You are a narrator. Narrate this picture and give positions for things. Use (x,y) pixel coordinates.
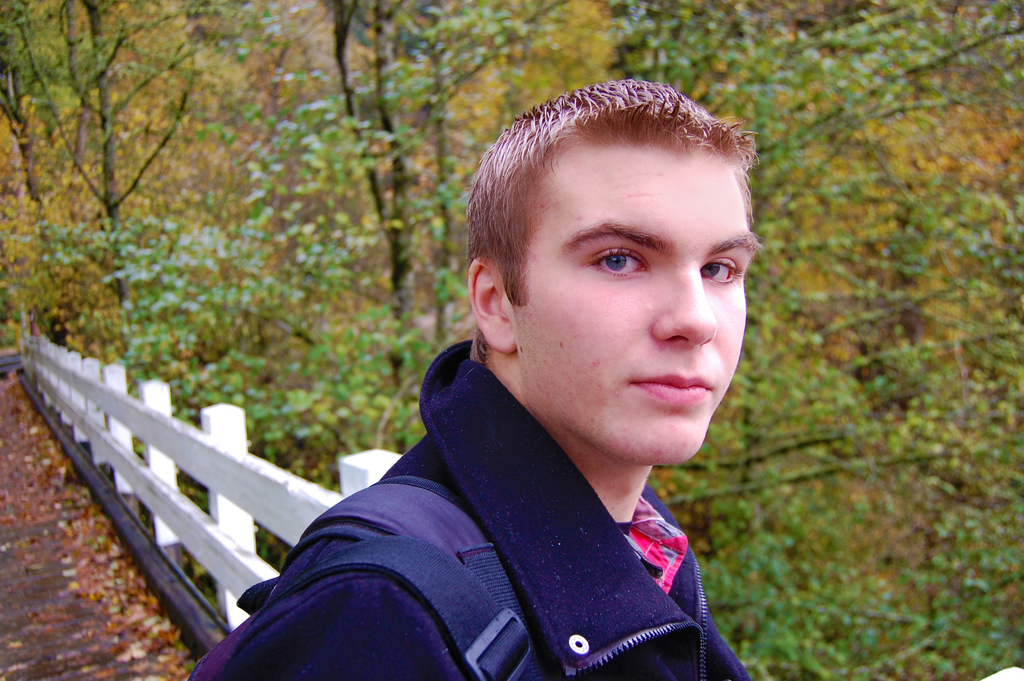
In this image we can see a person (608,425) and in the background (739,437) there is a fence (166,473) and few trees (499,132).
